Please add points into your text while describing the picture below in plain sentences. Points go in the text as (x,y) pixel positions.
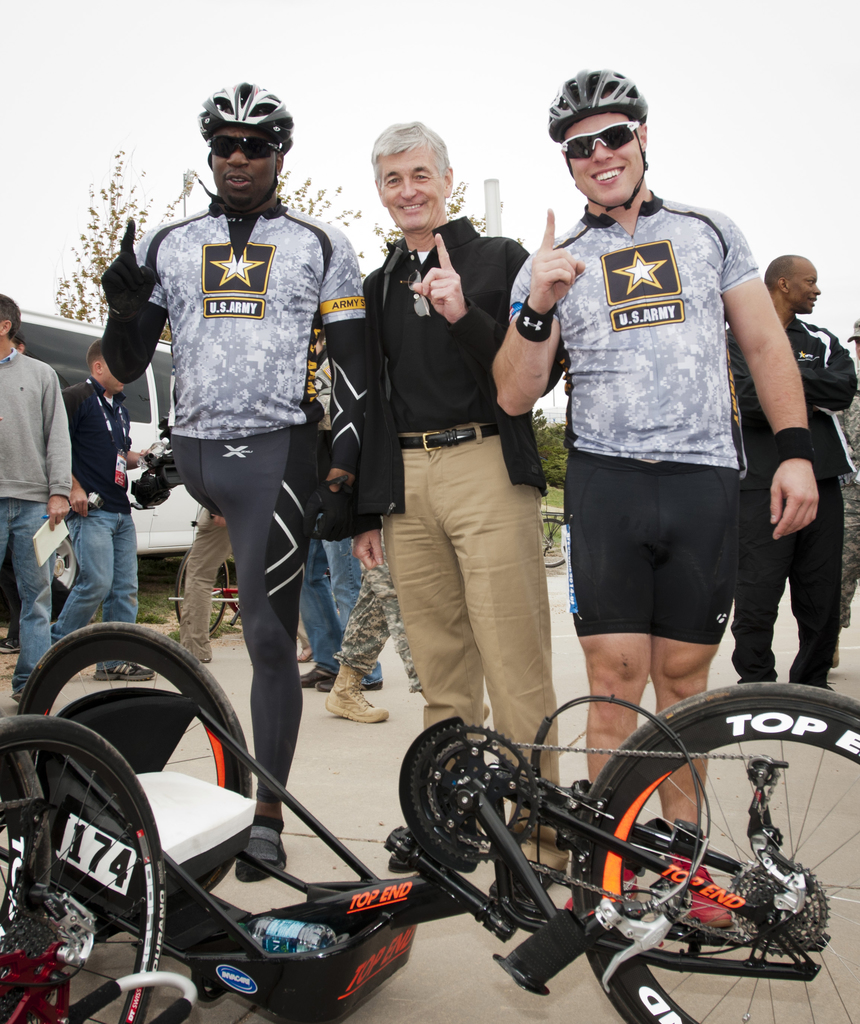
In this image, in the middle (314,391), we can see three men (651,309) are standing on the land (858,993). In the middle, we can also see a bicycle (212,918). In the background (819,276), we can see a group of people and a vehicle (61,352), trees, pole (487,208). At the top (406,85), we can see a sky (437,93) which is cloudy.
